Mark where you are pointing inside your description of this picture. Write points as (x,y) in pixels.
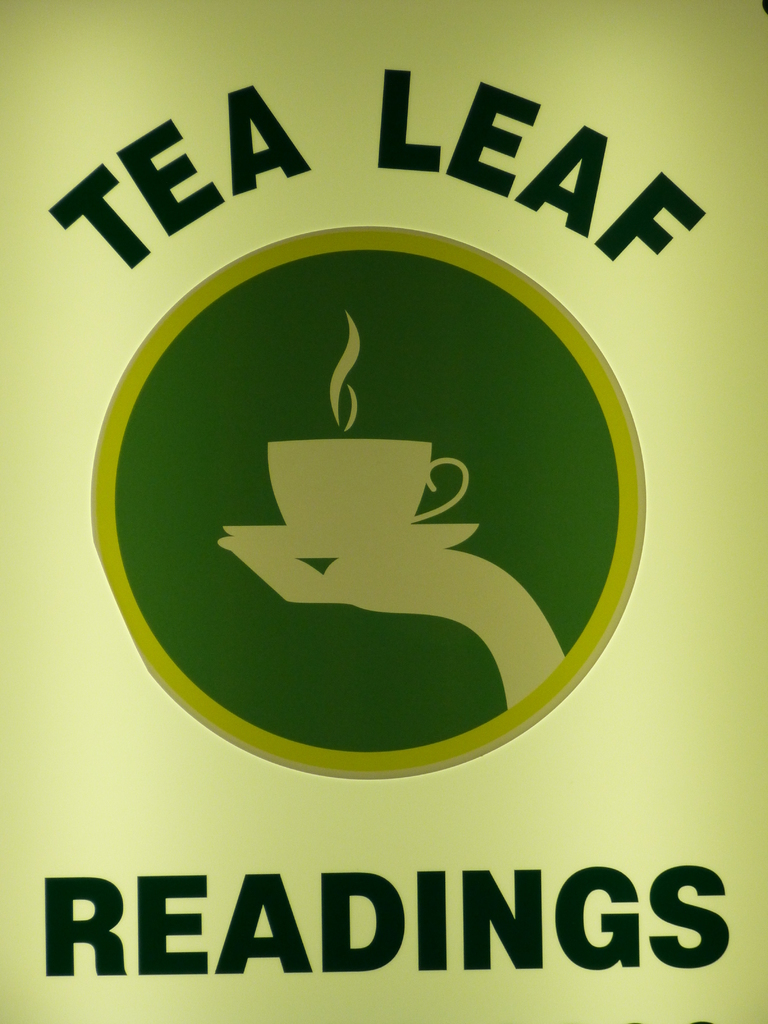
In the image there is a poster (399,476). On the poster (399,476) there is a logo (289,541) and there is something written on it.
